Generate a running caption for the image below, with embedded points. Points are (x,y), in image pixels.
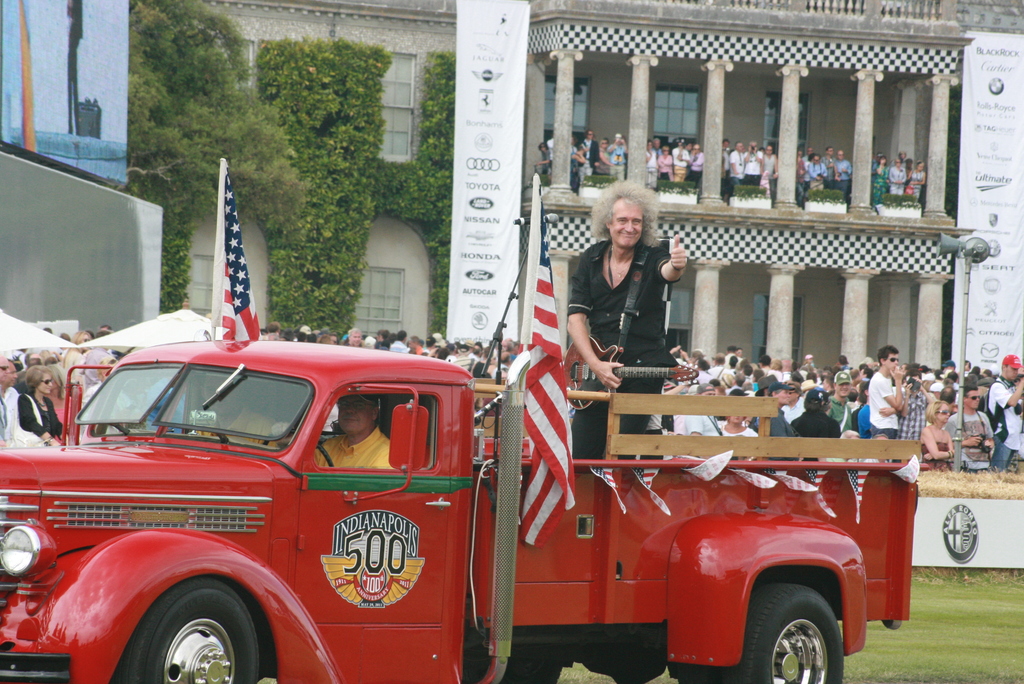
In this picture we can see there is a person (360,458) sitting in a red vehicle (248,457) and a person (640,339) in the black dress (593,295) is holding a guitar (613,350) and the person (615,336) is standing on the vehicle (520,446). On the vehicle (493,460) there are flags (552,377) and a microphone (553,215) with stand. Behind the vehicle (200,372), some people (95,353) are standing on the road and some people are standing in the balcony (722,214). Behind the vehicle (571,392), there are banners (986,134), pillars (933,147), a pole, trees (241,66) and a building (889,39). On the left side of the people (869,376), it looks like a hoarding (53,89).
